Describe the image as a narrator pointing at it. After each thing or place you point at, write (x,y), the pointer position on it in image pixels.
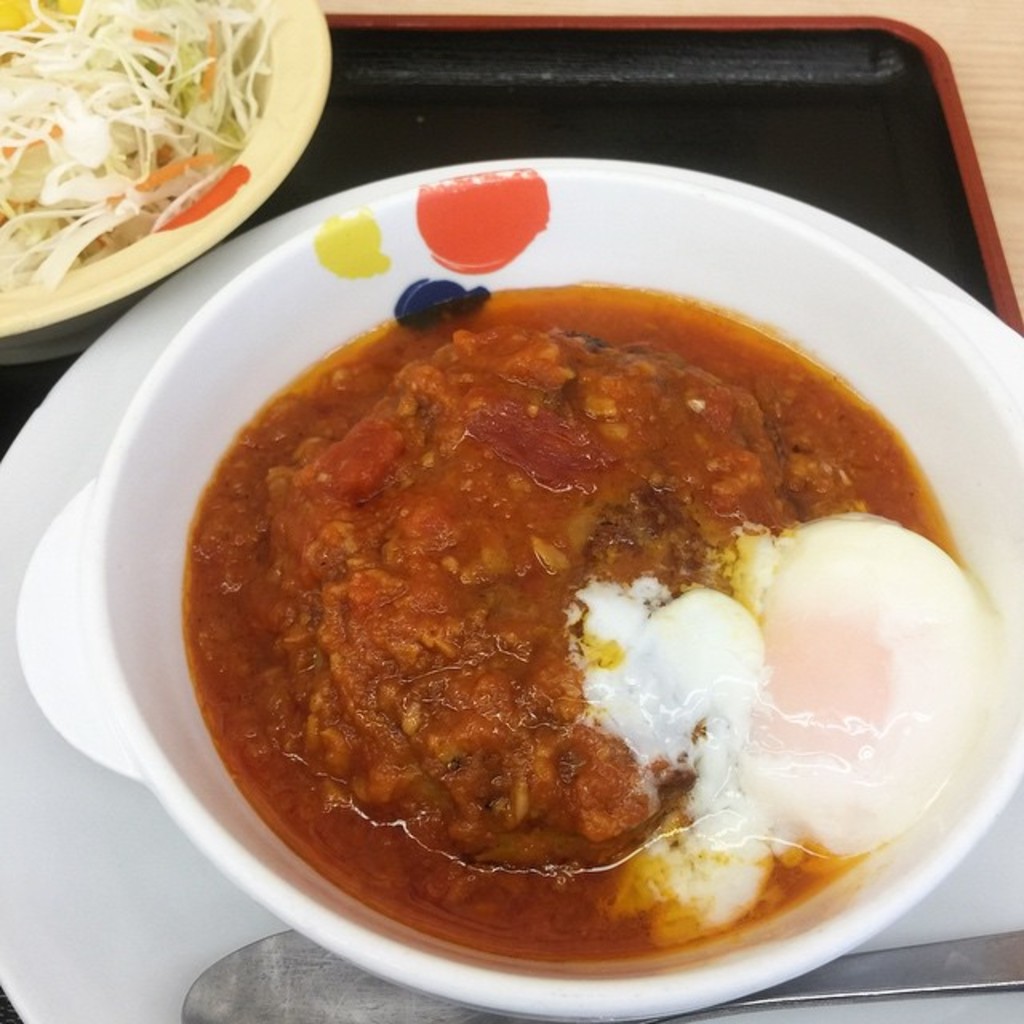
In this image, we can see a table (946,49). On that table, we can see a tray (935,70) which is in black color. In the middle of the tray (908,145), we can see a plate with a spoon (294,966) and a bowl (175,434) with some food item (575,575). On the left side of the tray (924,80), we can also see a bowl (284,147) with some food (211,41).
